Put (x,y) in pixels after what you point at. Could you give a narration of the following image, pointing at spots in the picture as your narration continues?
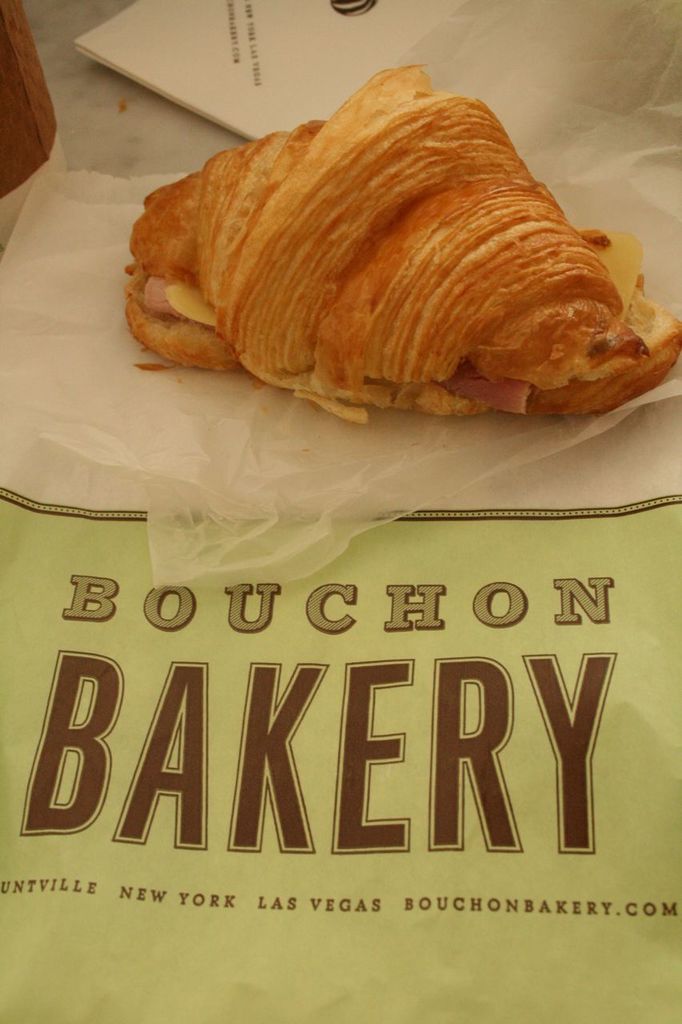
In this image I can see a food item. I can see some text (579,685) on a paper (313,843). At the top (155,82) I can see tissue papers (246,100).
